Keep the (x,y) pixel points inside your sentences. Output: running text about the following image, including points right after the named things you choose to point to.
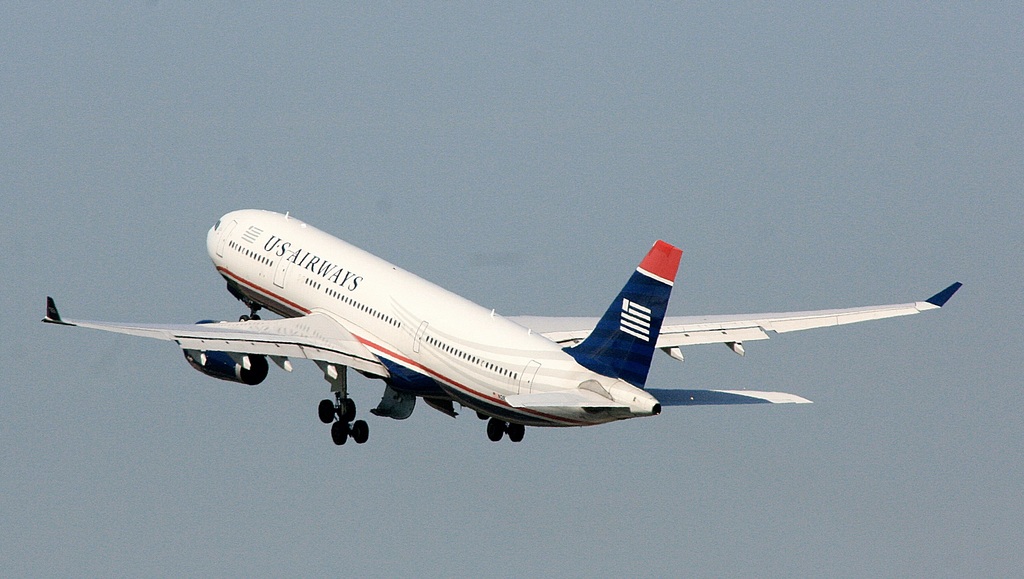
In this image I can see a aeroplane (341,276) which is white, blue and red in color is flying in the air (309,220) and in the background (494,174) I can see the sky (435,86).
